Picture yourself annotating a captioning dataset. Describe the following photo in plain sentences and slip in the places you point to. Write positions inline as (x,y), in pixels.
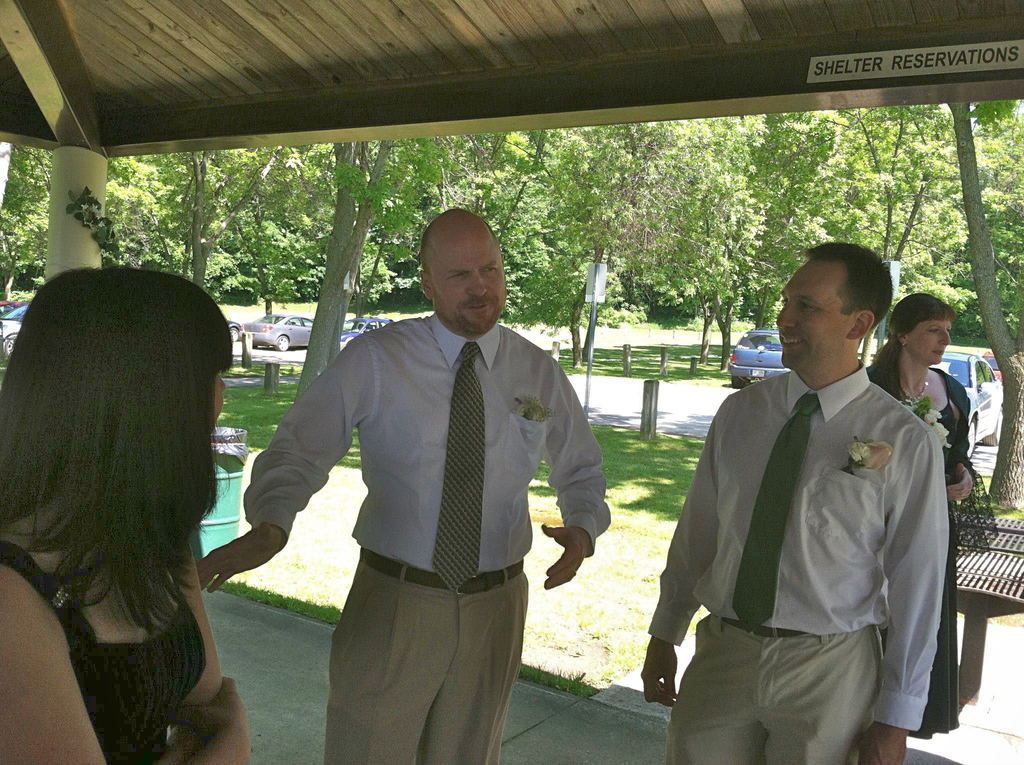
In this image two persons (442,546) are standing on the floor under a roof (471,106). They are wearing white shirt (302,500) and tie (766,543). Left side (28,633) there is a woman (124,665) wearing a dress (121,673). Right side there is a woman (953,407) wearing few flowers (923,405) on her dress (966,407). There is a dustbin (223,500) on the grassland (660,461) having few trees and poles (650,432) on it. There are few vehicles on the road (700,416). Behind there are few trees (660,270).
